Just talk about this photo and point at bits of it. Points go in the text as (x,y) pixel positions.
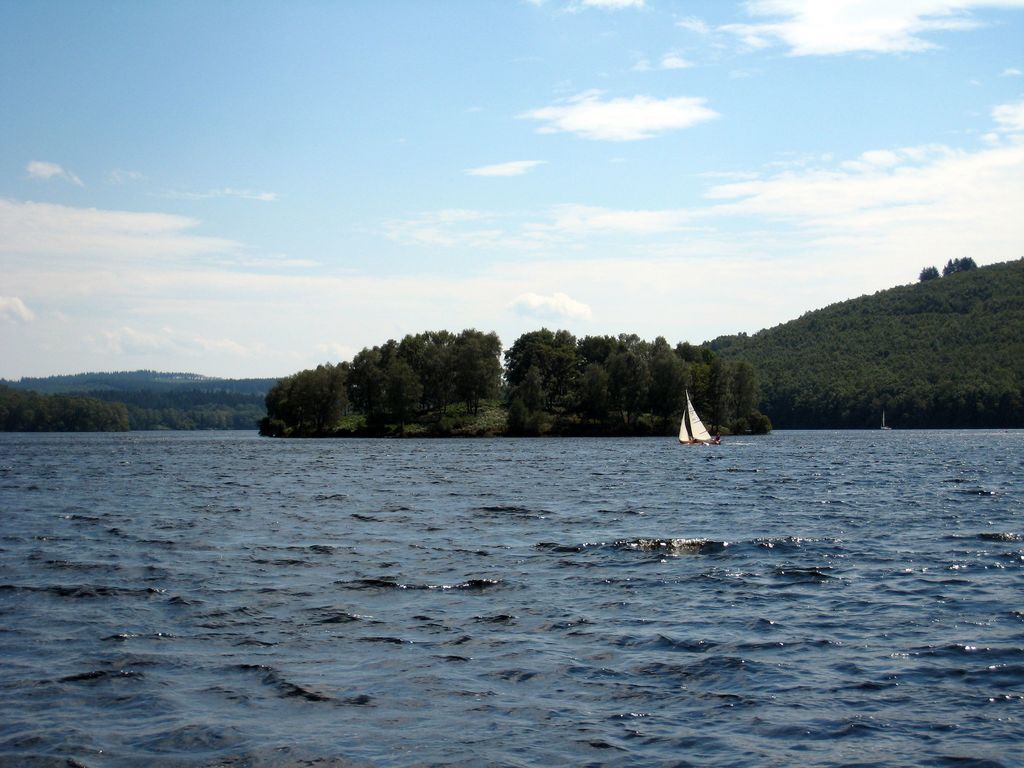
At the bottom of the image (461,659) there is water (375,627). In the middle of the water (679,606) there is a ship (701,443). Behind the water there are trees (705,387) and also there are hills (827,362) with trees (886,359). At the top of the image (716,125) there is a sky (477,162) with clouds (235,309).
